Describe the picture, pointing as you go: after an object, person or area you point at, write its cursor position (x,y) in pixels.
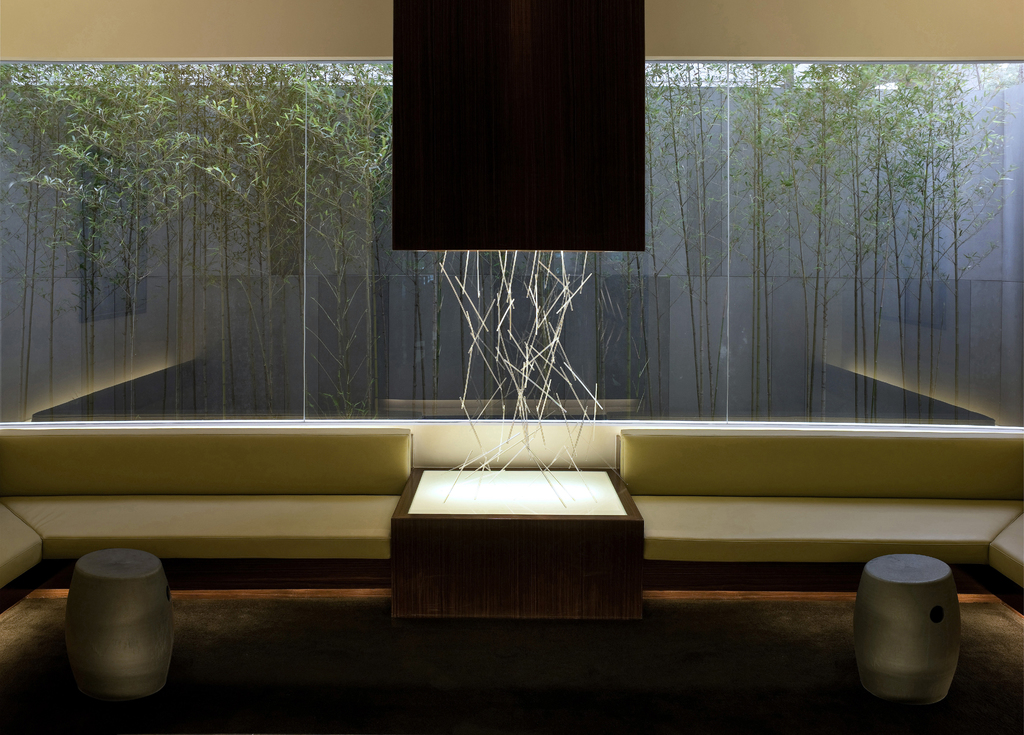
It is a living room (514,331) inside the house (350,426) there are two sofas (763,477) in between there is a table (533,507) on the table (506,494) that is LED light (502,485) with some decorative items (504,386), in the background (367,319) there is a glass (681,273) behind the glass (651,228) there are some trees (728,236).
